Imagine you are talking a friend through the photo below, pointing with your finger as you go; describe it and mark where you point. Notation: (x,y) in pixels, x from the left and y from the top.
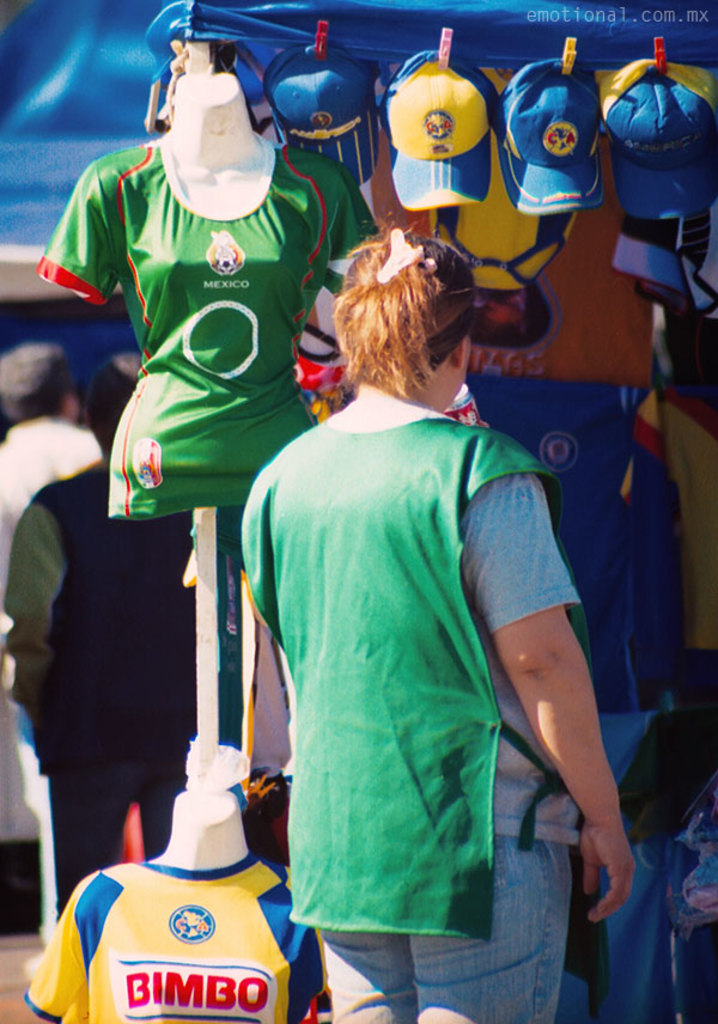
In this picture we can see three people (50,524) standing, T-shirts (234,949), caps (712,89) and some objects (105,10).
